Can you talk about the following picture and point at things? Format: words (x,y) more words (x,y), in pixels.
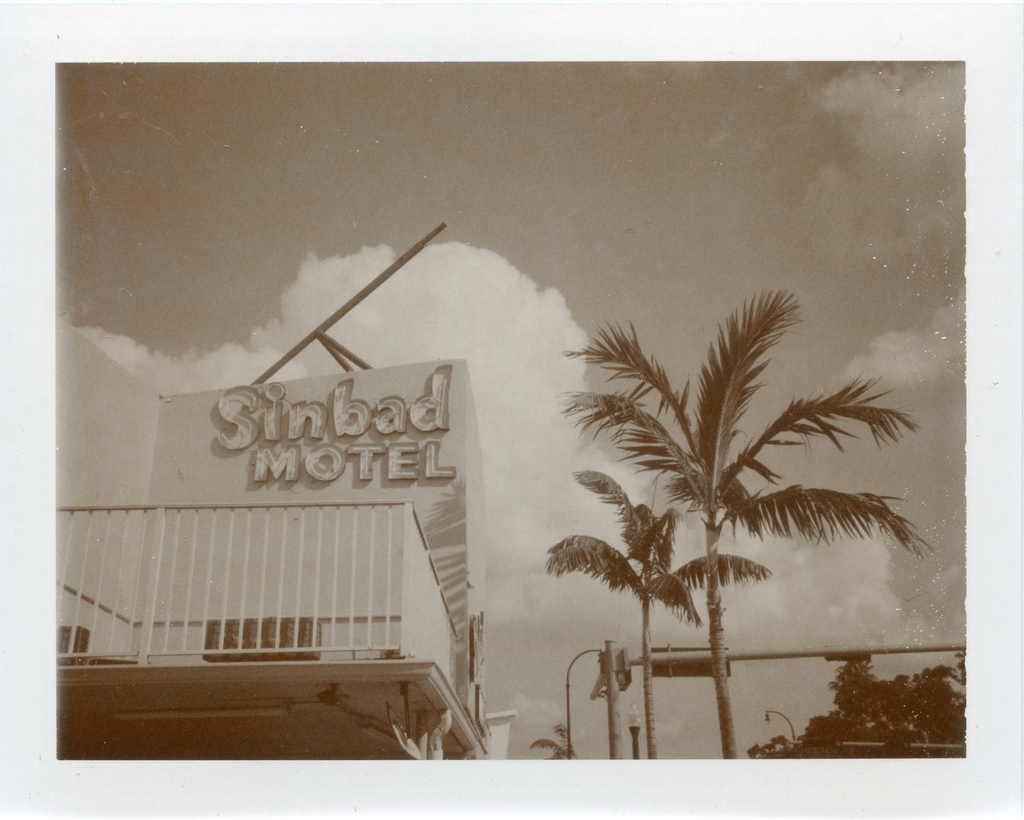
This is a black and white image and here we can see a building (451,526), trees (728,557), poles (609,680) and lights (603,662) and at the top (554,142), there are clouds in the sky (787,188).
